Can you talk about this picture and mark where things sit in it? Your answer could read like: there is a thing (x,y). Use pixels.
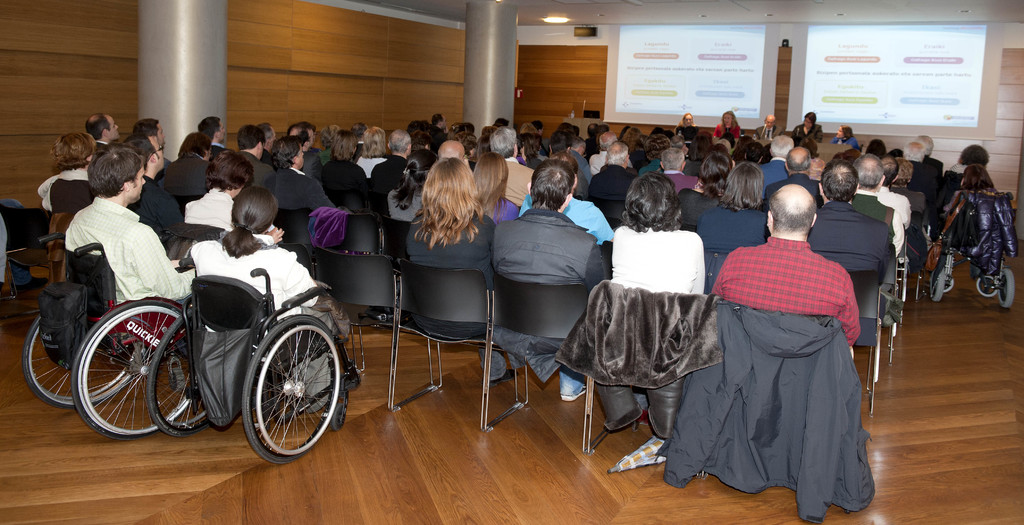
In this picture there are people (575,166) sitting on chairs (225,284) and we can see clothes (824,292) and floor (342,477). In the background of the image (525,101) we can see pillars (503,63), wall (6,40), light (549,20) and screens (714,64).
